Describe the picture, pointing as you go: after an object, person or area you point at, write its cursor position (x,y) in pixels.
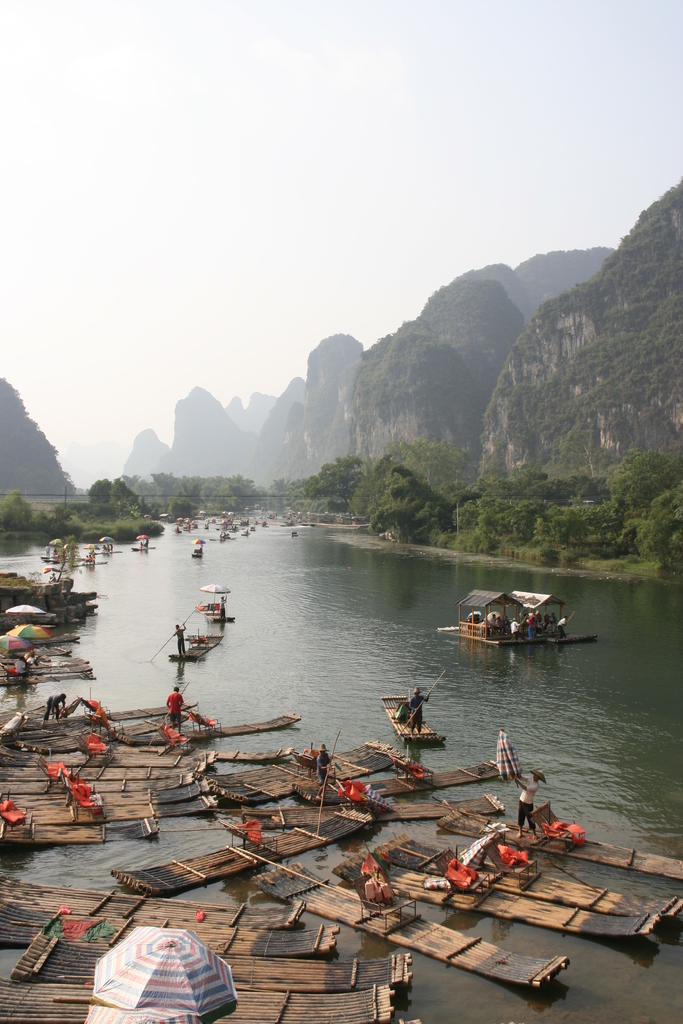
In this image we can see some people (524,796) on boats (402,931), we can also sees some bags (402,718), umbrellas (191,943) and some men (412,715) are holding sticks (163,648) in their hands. In the right side of the image (505,597) we can see sheds (538,604) in water (571,607), a group of trees (545,556) and hills (675,427). At the top of the image (332,125) we can see the sky (323,136).
